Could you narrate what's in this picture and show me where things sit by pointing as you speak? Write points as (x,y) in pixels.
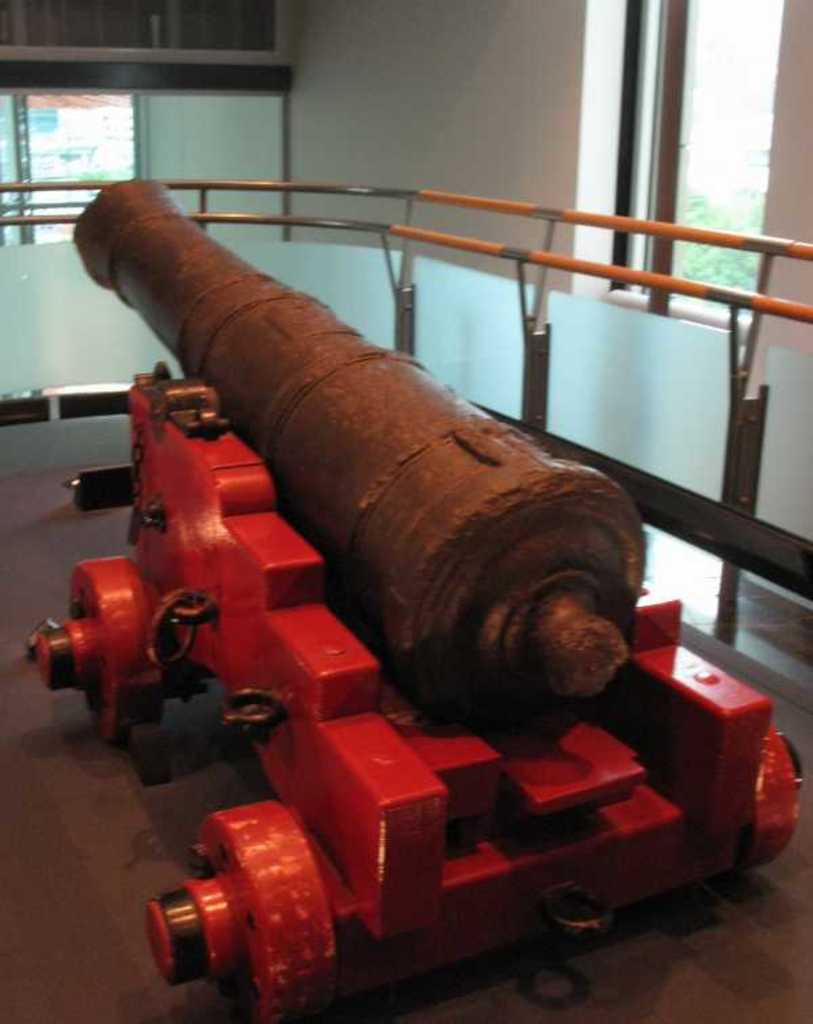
In this picture we can see a cannon (411,639) on the floor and in the background (756,553) we can see a fence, wall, window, doors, cup boards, trees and some objects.
